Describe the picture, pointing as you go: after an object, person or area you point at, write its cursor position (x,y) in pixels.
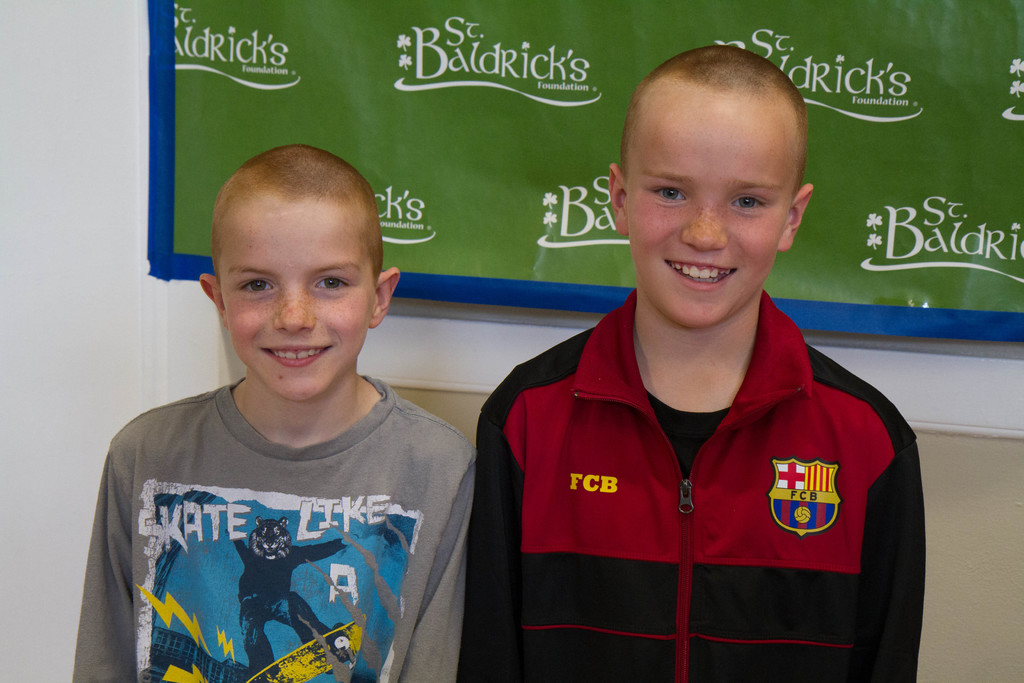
In this picture I can see couple of boys (576,397) standing with a smile on their faces (701,319) and looks like a banner (961,195) in the back (939,247) with some text (419,67).
